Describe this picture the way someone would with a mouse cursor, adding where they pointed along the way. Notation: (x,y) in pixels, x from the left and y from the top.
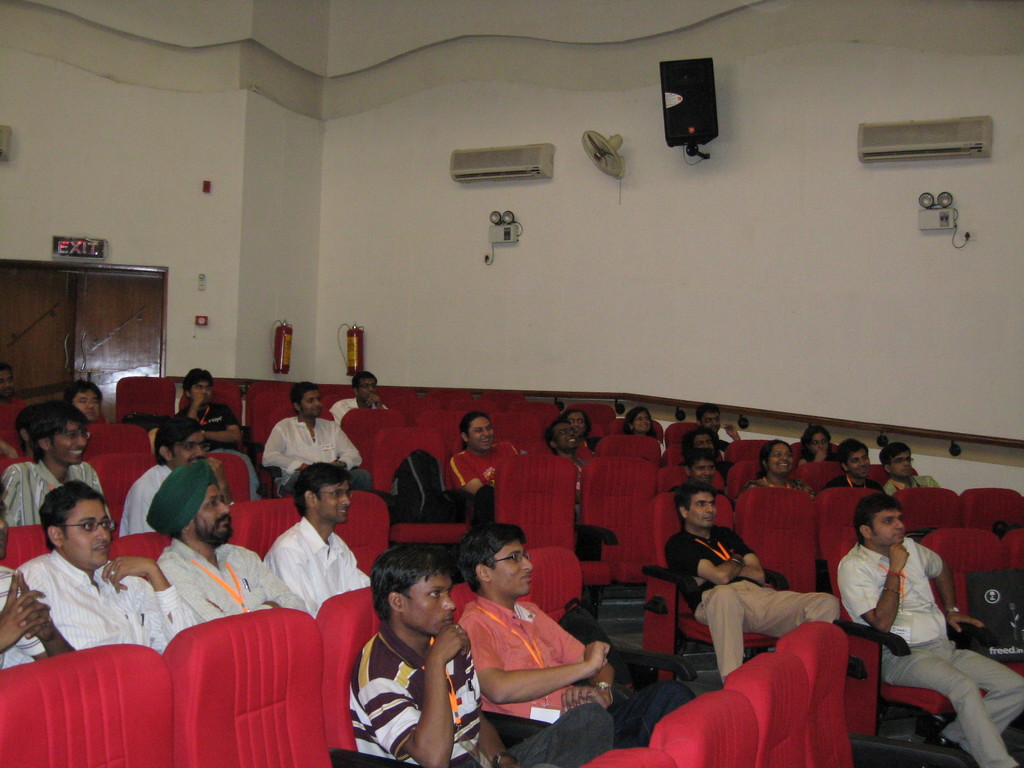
In this image, we can see people (768,456) sitting on the chairs (587,514) and some are wearing id cards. In the background (397,306), we can see doors (135,301), boards (63,244), air conditioners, a fan (621,173), fire extinguishers (361,334) and some other objects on the wall (233,190).
